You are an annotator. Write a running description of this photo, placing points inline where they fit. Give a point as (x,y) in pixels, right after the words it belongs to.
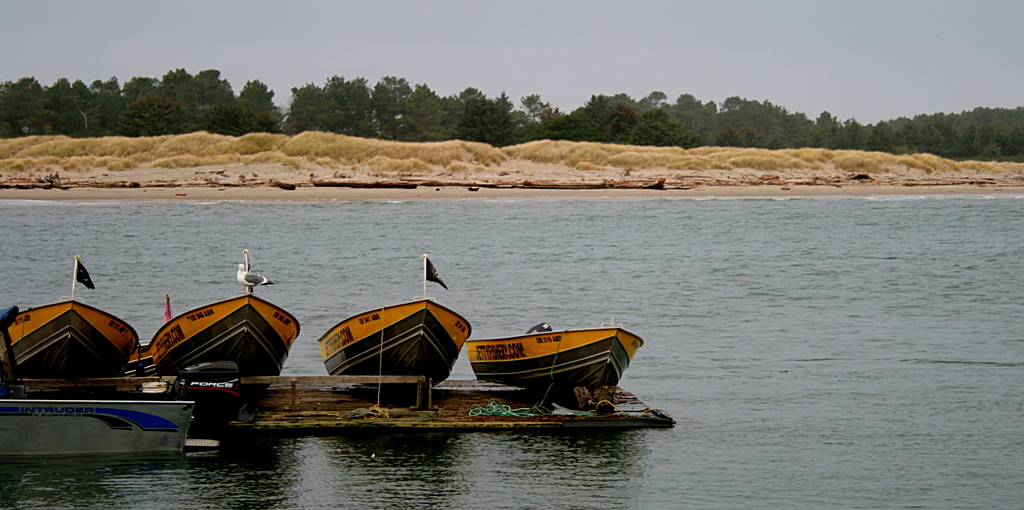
In the image on the wooden deck (457,412) there are few boats (338,337). On the boats (225,306) there are flags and also there is a bird (255,281) standing on a boat (254,297). At the bottom of the image (828,392) there is water (391,236). Behind the water (643,268) on the seashore (669,173) there is sand (758,172). In the background (171,127) there are trees (830,128). At the top of the image (430,79) there is sky (494,45).
